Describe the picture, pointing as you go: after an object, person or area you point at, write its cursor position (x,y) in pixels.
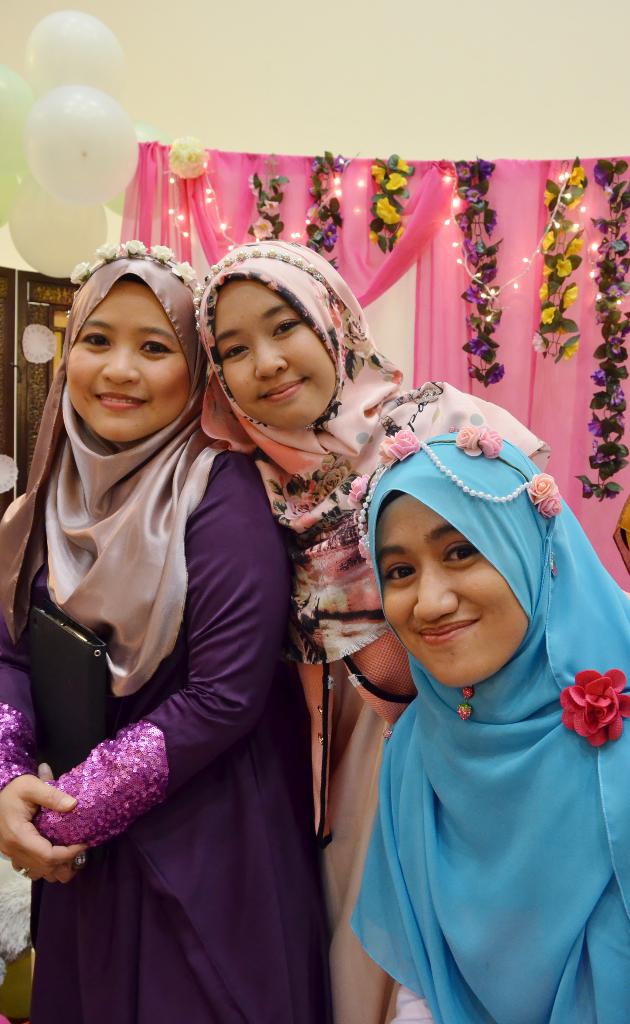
In this image there are three persons (233,618) standing and smiling, and in the background (477,388) there are flowers (612,351) with leaves (619,358), clothes (593,176), lights rope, balloons (65,136), wall (616,136).
